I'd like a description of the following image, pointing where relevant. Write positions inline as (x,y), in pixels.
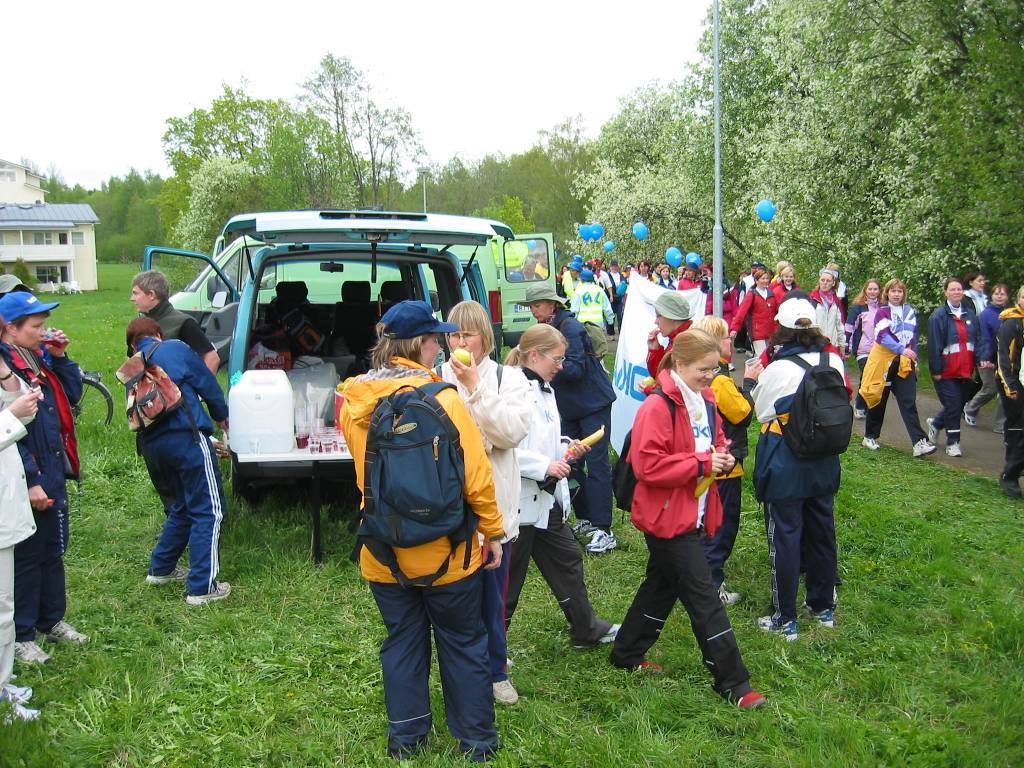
In this image we can see a motor vehicle (341,296) on the ground (310,509) and person (589,481) standing on ground (274,561) and road (858,382). In the background (687,156) we can see poles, buildings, trees (224,125) and sky (124,162).
